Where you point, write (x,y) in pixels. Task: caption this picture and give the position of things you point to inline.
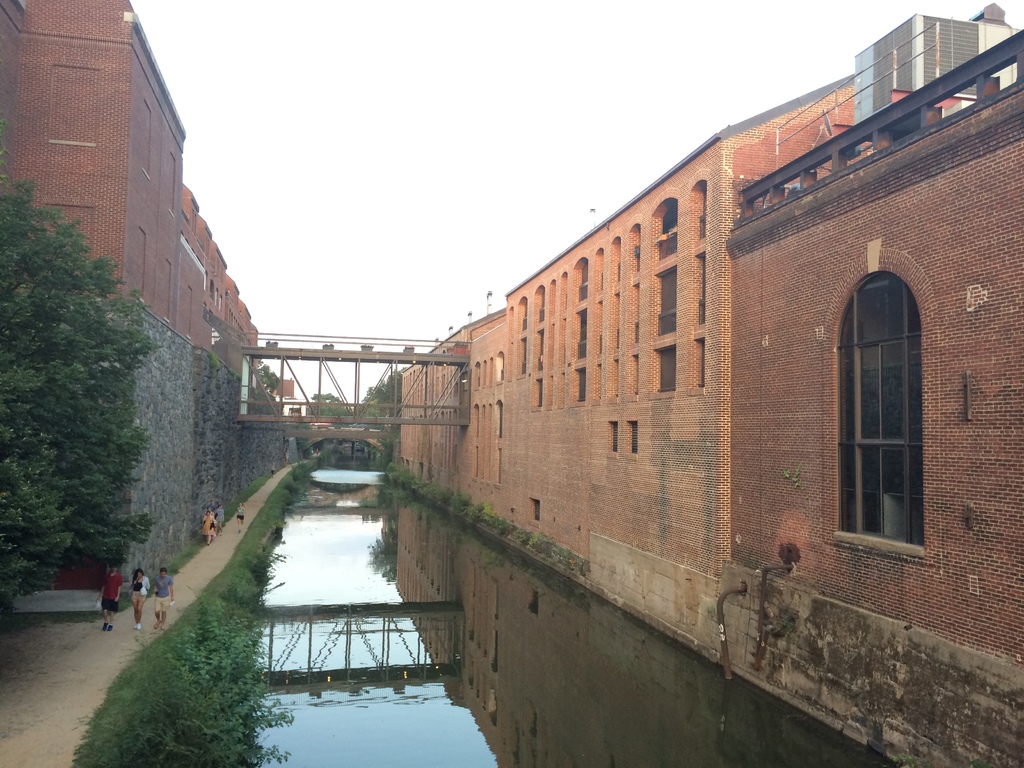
In the center of the image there is water (281,546). To the both sides of the image there are buildings (256,429). In the center of the image (374,432) there is bridge (396,412). At the top of the image (359,113) there is sky (304,180). There are trees (60,465).
